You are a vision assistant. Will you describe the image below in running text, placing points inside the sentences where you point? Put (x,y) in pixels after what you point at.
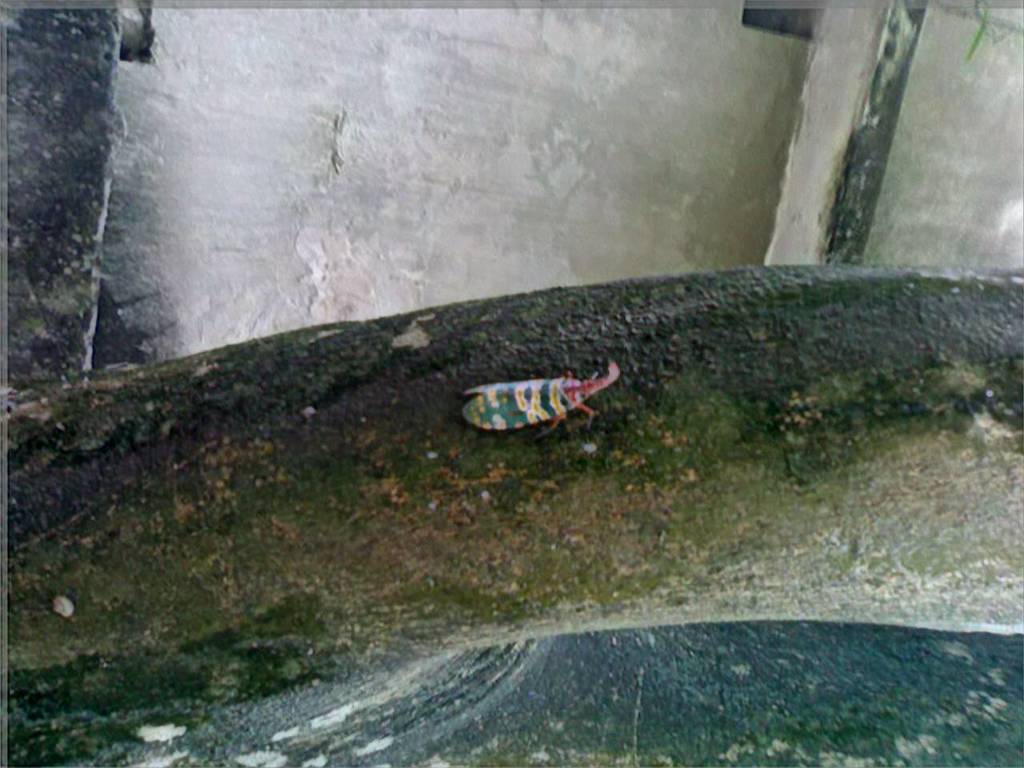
In the picture I can see an insect (528,392) on the trunk (639,409) of a tree (647,399) and there are some other objects (532,98) in the background (596,110).
